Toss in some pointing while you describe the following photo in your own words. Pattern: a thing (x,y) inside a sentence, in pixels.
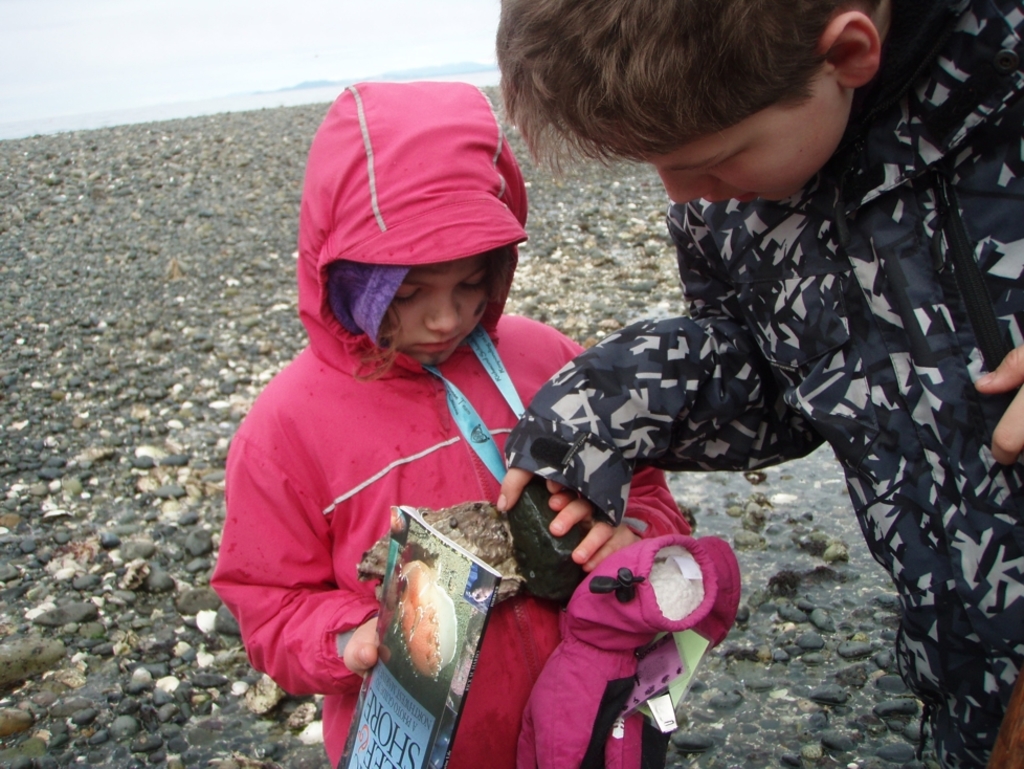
In this image I can see a boy (816,319) on the right side (903,433) in the middle (539,351) I can see a girl (383,453), wearing a pink color jacket (403,380), holding objects (404,617), on the floor (171,381) I can see stones (171,381) in the middle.
